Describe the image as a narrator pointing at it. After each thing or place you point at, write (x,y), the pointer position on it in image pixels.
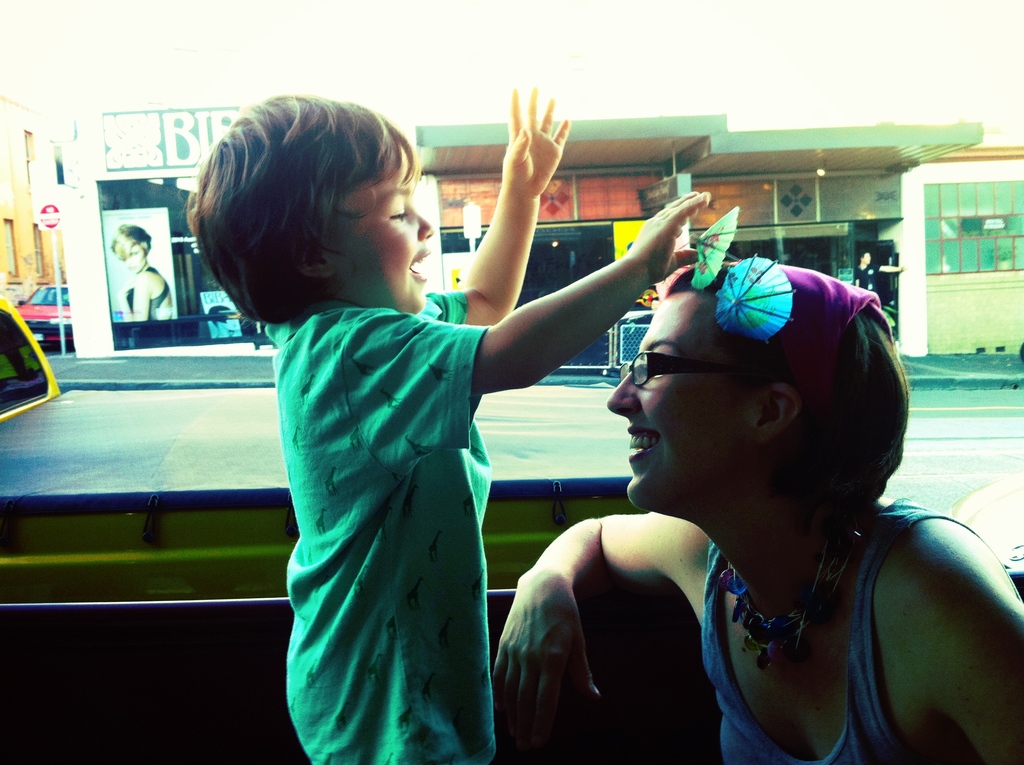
In this image we can see a woman (747,388) and a kid (426,393). In the background (923,166) we can see stores (709,170), road (914,408) and name boards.
